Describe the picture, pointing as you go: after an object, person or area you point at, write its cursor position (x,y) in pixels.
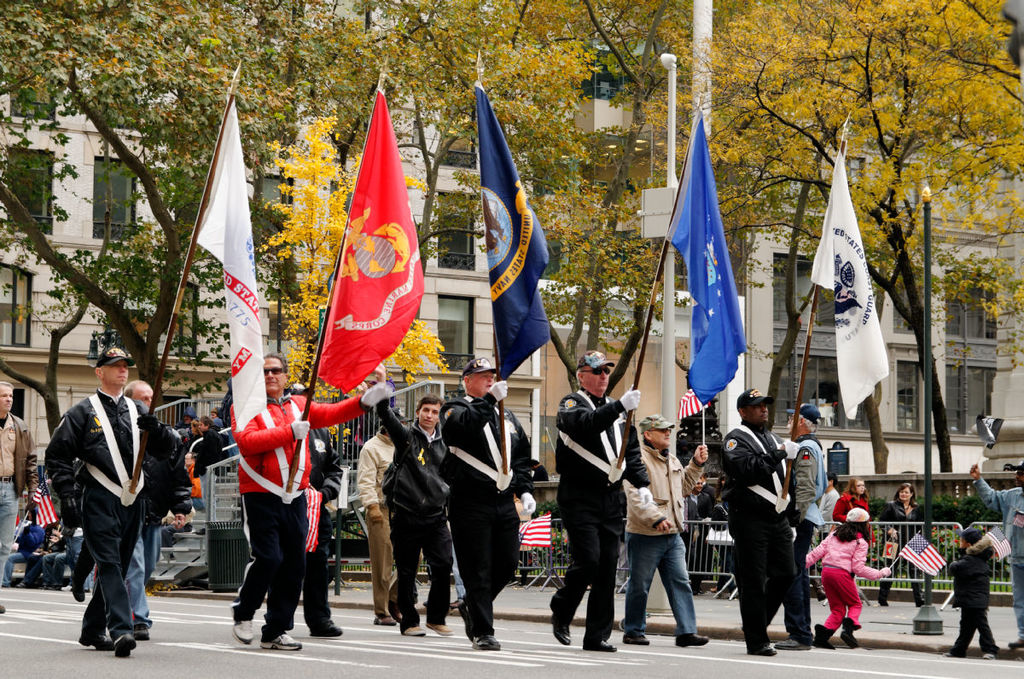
In the center of the image (383,347) we can see people (672,532) holding flags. On the right (924,408) there is a pole (924,375). In the background (948,453) there are trees (179,242) and buildings (76,329). At the bottom (320,667) there is a road (335,660) and we can see a fence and a bin (228,578). There are stairs (205,525).
